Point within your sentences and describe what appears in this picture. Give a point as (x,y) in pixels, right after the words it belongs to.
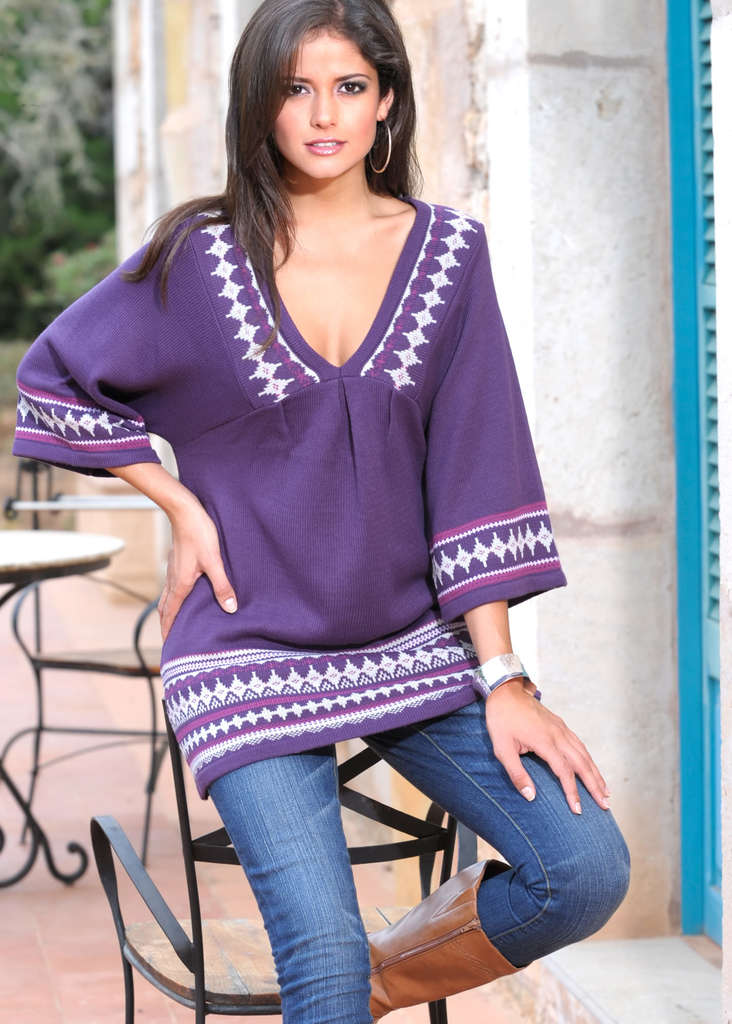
In this image I can see a woman (334,468), I can see she is wearing purple colour top (335,489), blue jeans (256,857) and brown shoe (432,895). In background (127,663) I can see few chairs (148,940), a table (85,562), a tree (19,42) and I can see this image is little bit blurry from background (2,195).
